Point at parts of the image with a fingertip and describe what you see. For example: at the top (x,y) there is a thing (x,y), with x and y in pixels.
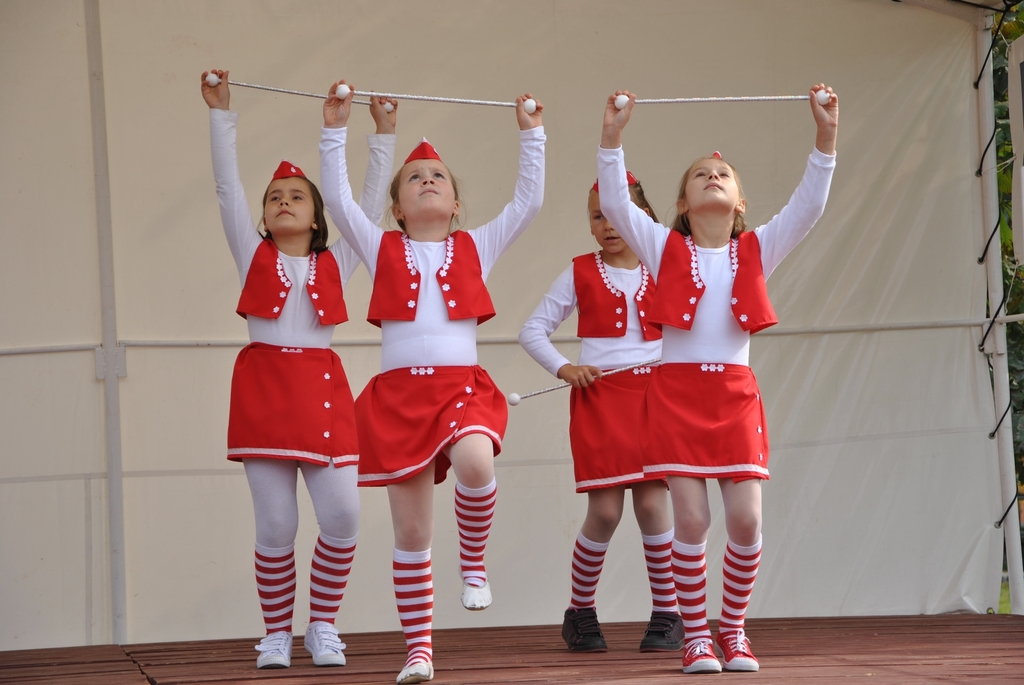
There are four girls (416,260) wearing cap (427,158). They are holding sticks (364,92) and performing on the stage (784,627). In the back (849,340) there is a white cloth (109,92) with poles (117,476).
